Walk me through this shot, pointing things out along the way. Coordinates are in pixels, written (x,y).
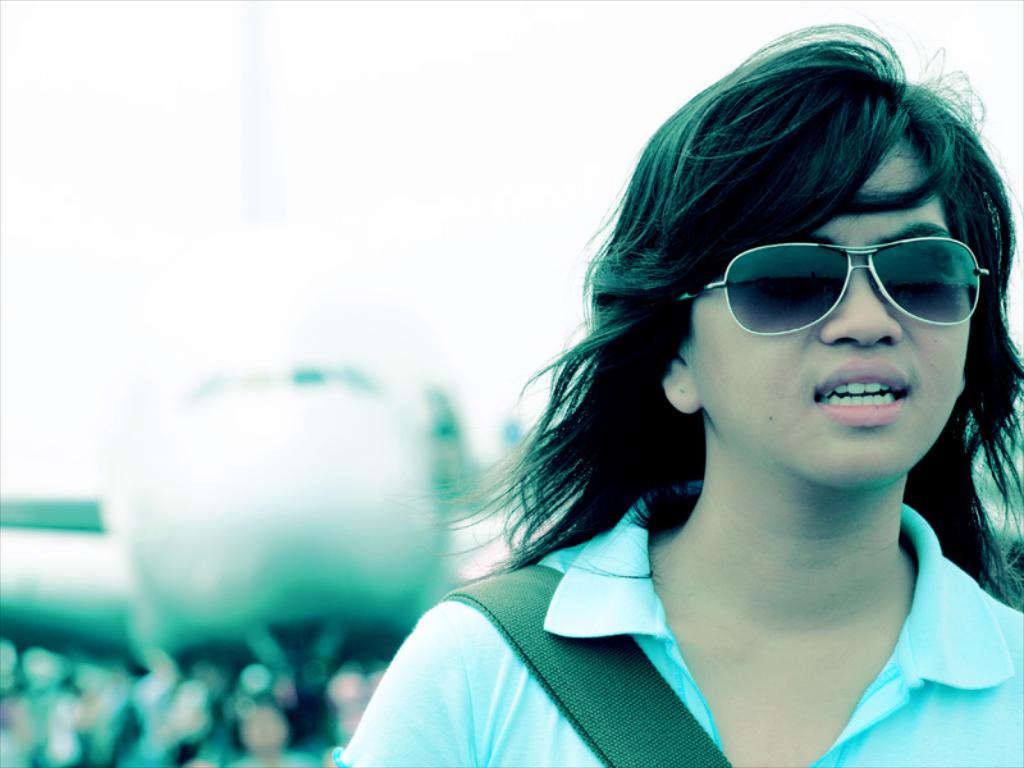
In this image on the right side (837,285) a woman (669,604) wearing a spectacle (755,308), at the top (88,214) there is the sky (338,152), in the bottom left (24,706) there might be a flight (323,504) and crowd (45,765).
